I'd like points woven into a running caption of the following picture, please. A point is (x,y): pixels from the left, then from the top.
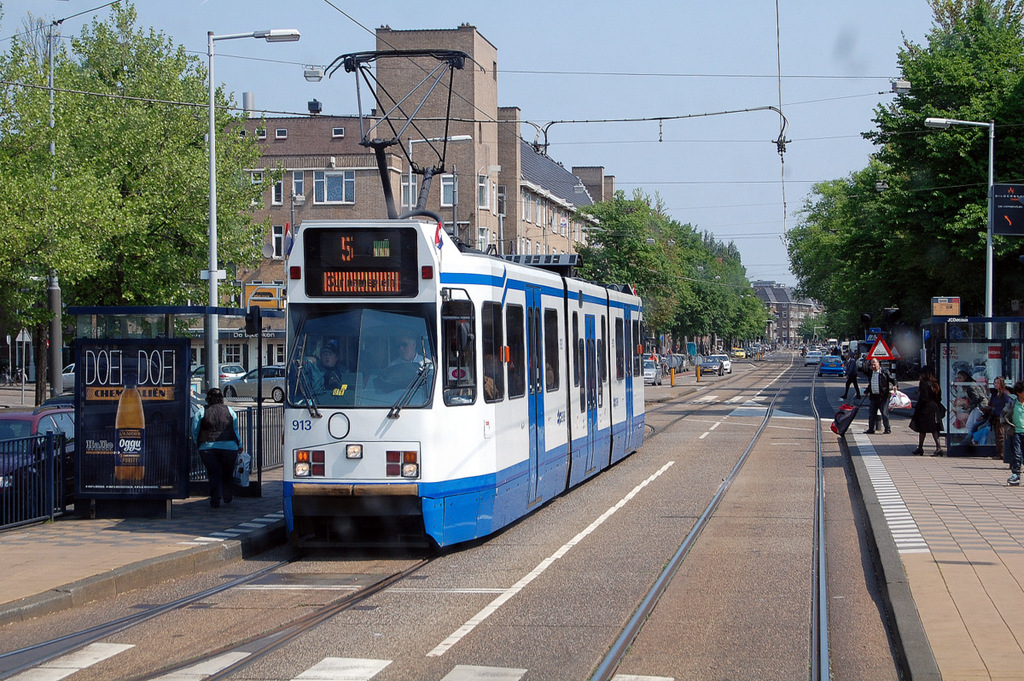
In this image I can see a tram (488,402) and few people (1017,409) over here. I can see number of trees (90,196), street lights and a building (342,202). I can see number of car (651,368) on the road (685,376) and sky (562,57).
